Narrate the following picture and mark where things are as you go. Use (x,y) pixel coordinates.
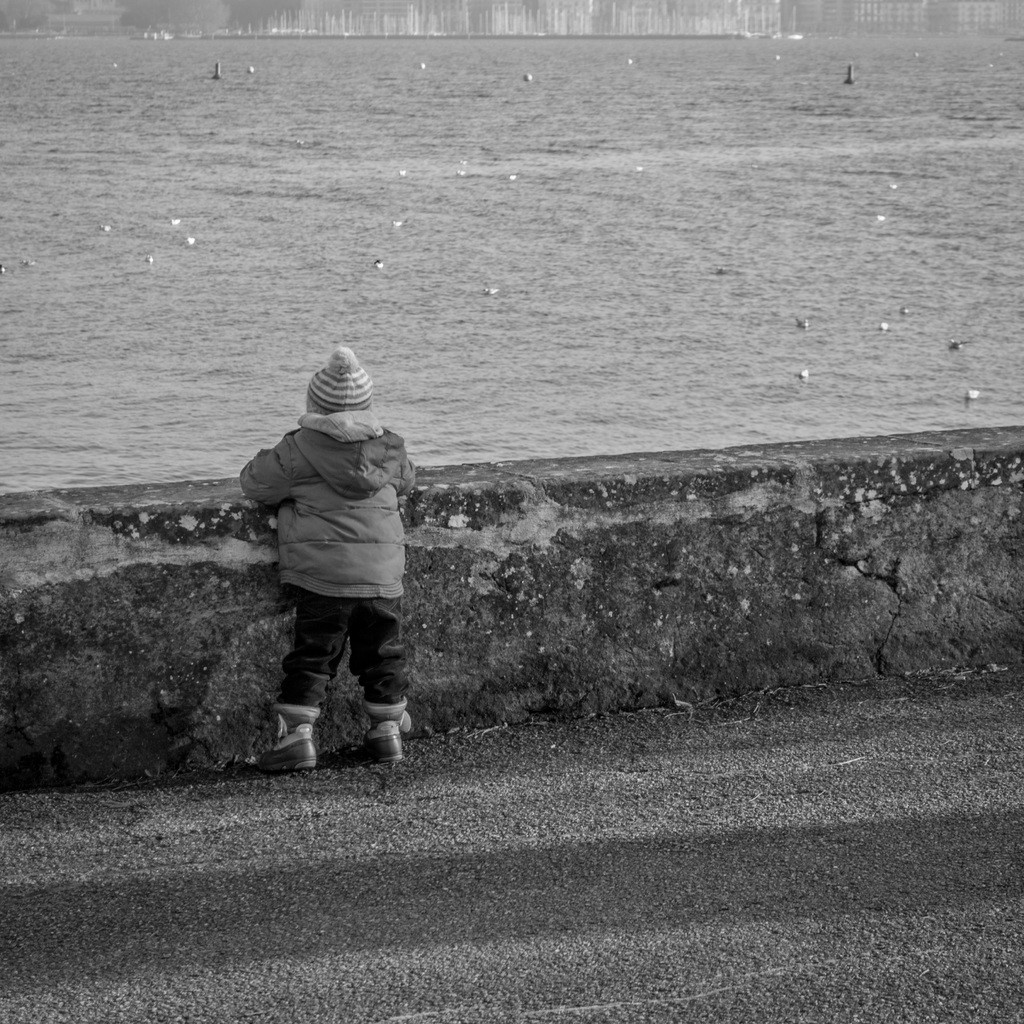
In this image in the center (354,558) there is a boy (349,575) standing and there is wall (507,483). In the background (448,192) there is water (501,197).
